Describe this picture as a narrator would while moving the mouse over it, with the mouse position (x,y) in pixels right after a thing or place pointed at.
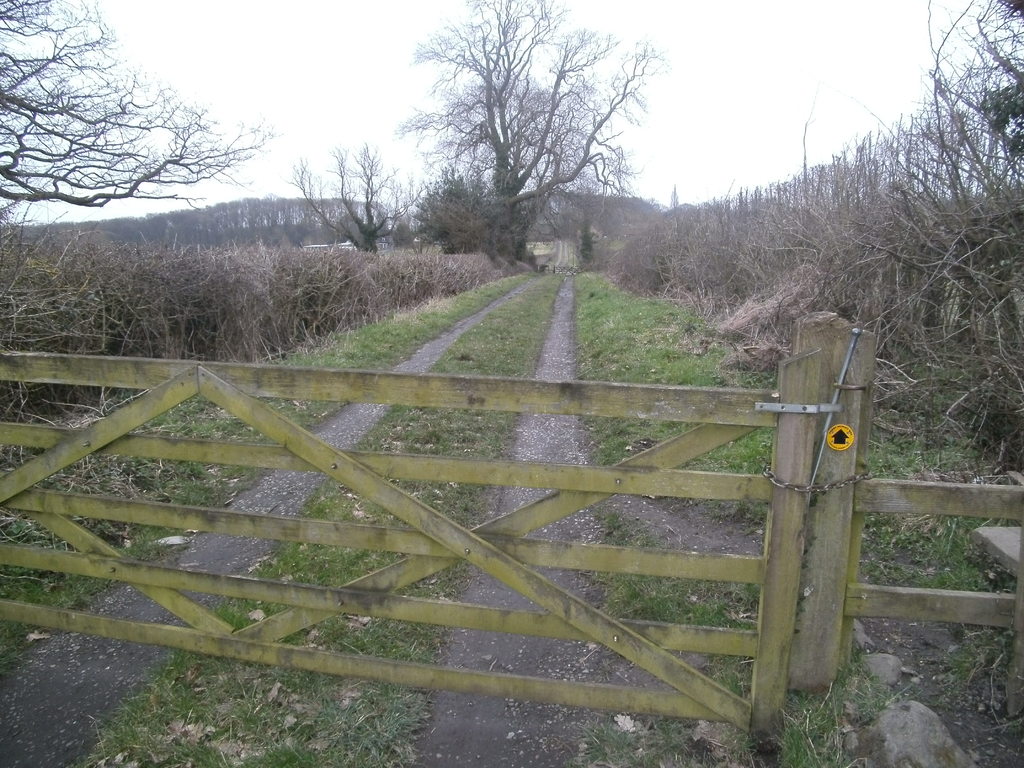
In this image we can see there are some trees (623,89), plants (367,297), grass (346,356) and wooden fence (410,470), in the background (656,132) we can see the sky (641,129).
